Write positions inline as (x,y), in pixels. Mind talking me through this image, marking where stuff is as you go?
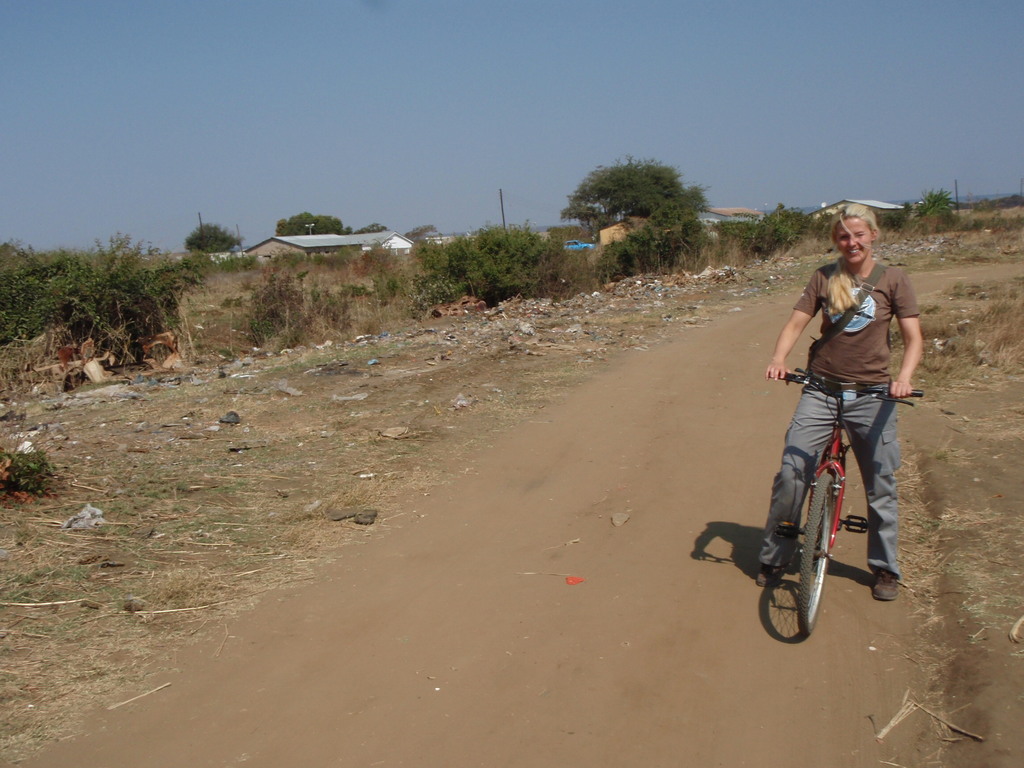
In the image there is a woman (872,343) with blond hair (846,294) on bicycle (893,401) on the path (701,437), on either side of her there is a grassland (303,365) and on the right side (704,205) there is a building (340,234) in the background (376,239) with trees (641,209) all around it and above its sky (322,131).
